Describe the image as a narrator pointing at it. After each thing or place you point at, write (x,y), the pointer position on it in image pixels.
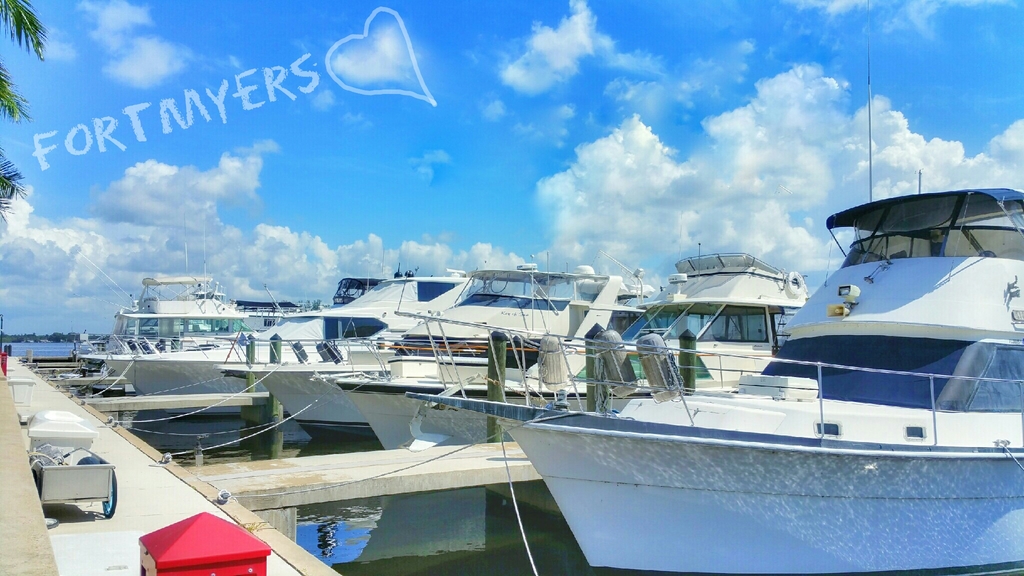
In the center of the image (524,356) we can see a few boats (551,487) on the water (134,423). And we can see a wooden deck (121,490) with planks (257,475). And we can see boats (450,407) are tied to the wooden deck (251,466) with ropes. And we can see some objects (146,542) on the wooden deck (151,503). In the background (319,173), we can see the sky (481,179), clouds (565,193), some text (115,144), branches (35,29) with leaves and a few other objects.
